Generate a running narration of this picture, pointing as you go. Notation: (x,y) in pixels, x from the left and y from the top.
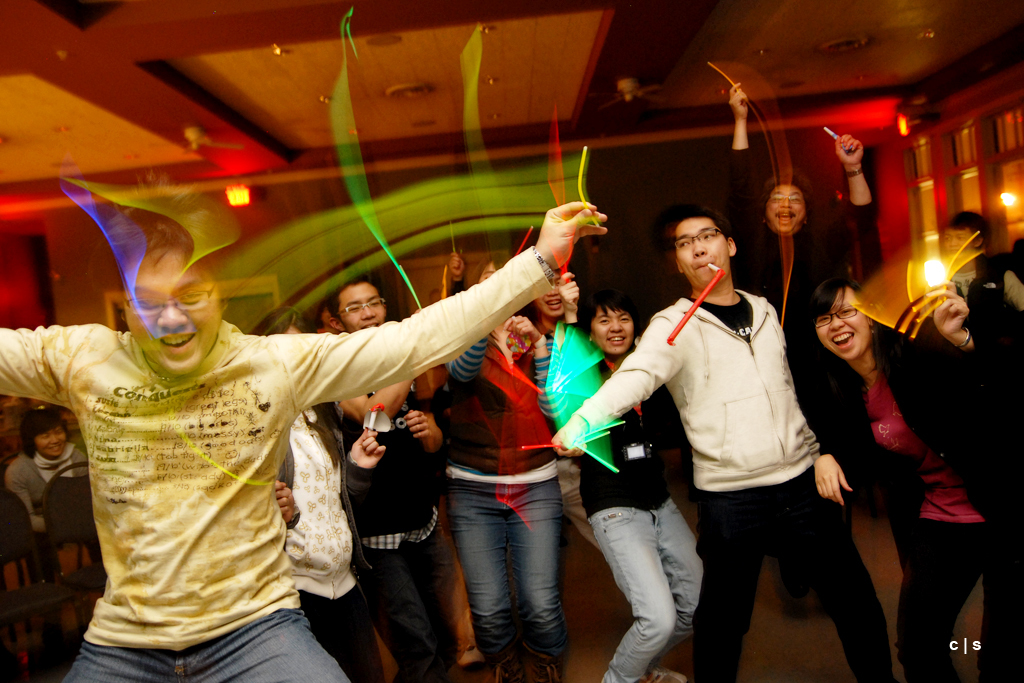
This is an inside view. Here I can see many people (456,398) are dancing on the floor (767,644). In the background (932,282) there are few lights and also I can see a wall (84,266).
